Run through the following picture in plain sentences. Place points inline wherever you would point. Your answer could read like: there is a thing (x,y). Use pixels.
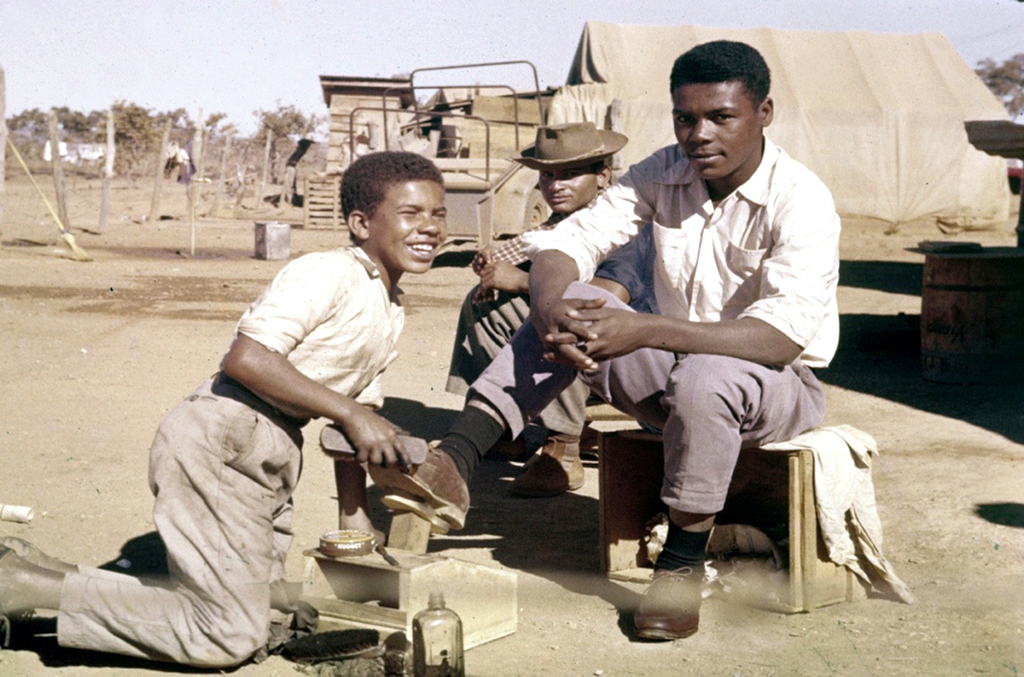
In the center of the image (534,346) we can see three persons (570,353) are in different costumes (692,306) and they are smiling. Among them, we can see one person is holding some object (337,452) and we can see a few other objects (411,554). In the background (966,309), we can see the sky (332,7), trees (115,102), poles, one tent (647,52), one barrel (962,327) and a few other objects (498,232).
